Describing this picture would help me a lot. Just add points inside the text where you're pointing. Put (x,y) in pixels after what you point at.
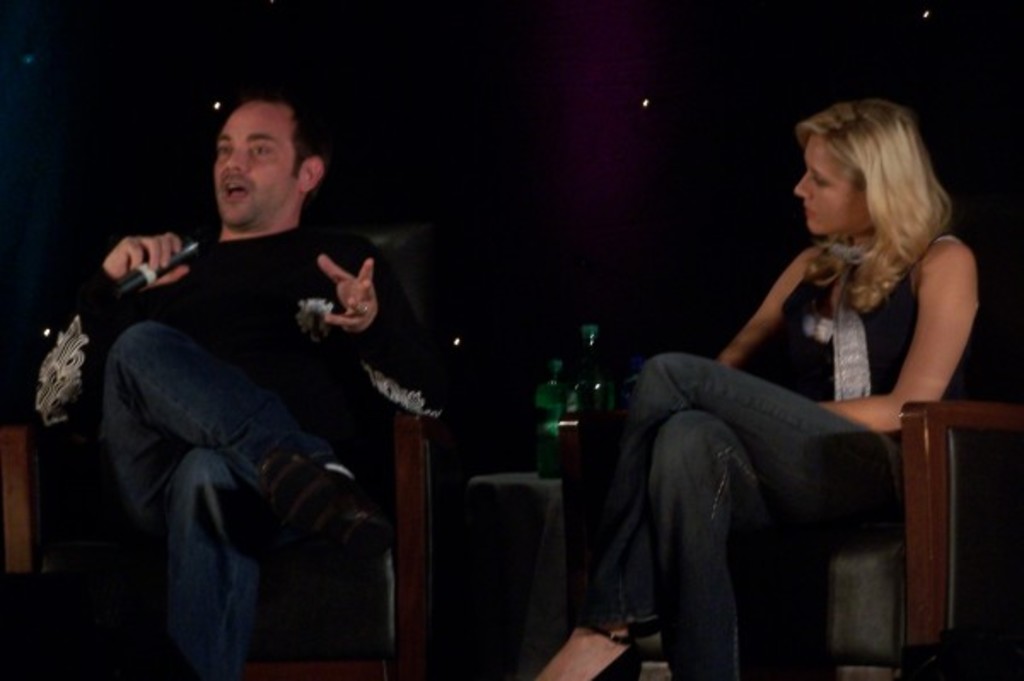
In this image there are two persons (337,369) sitting on a chair (762,565). And he is holding a mike (117,286) and talking. In the middle of the chair (425,487) there is a table (521,513) with dark cloth (537,598). On the table (554,490) there are bottles (552,394).
